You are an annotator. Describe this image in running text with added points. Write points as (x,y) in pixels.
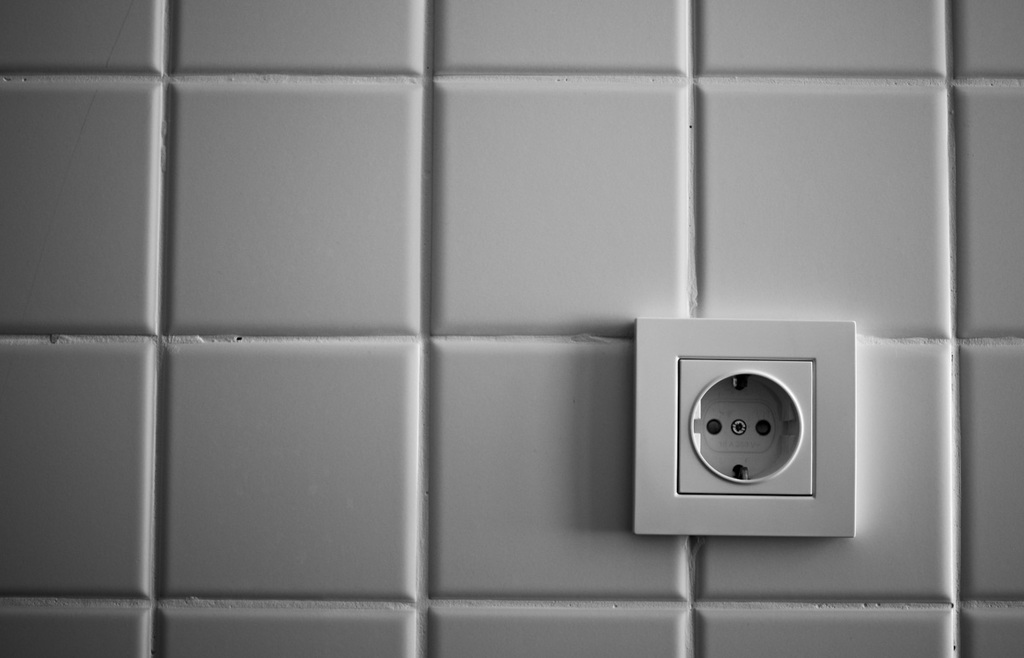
In the picture I can see a socket (764,484) fixed to the wall (616,415).
